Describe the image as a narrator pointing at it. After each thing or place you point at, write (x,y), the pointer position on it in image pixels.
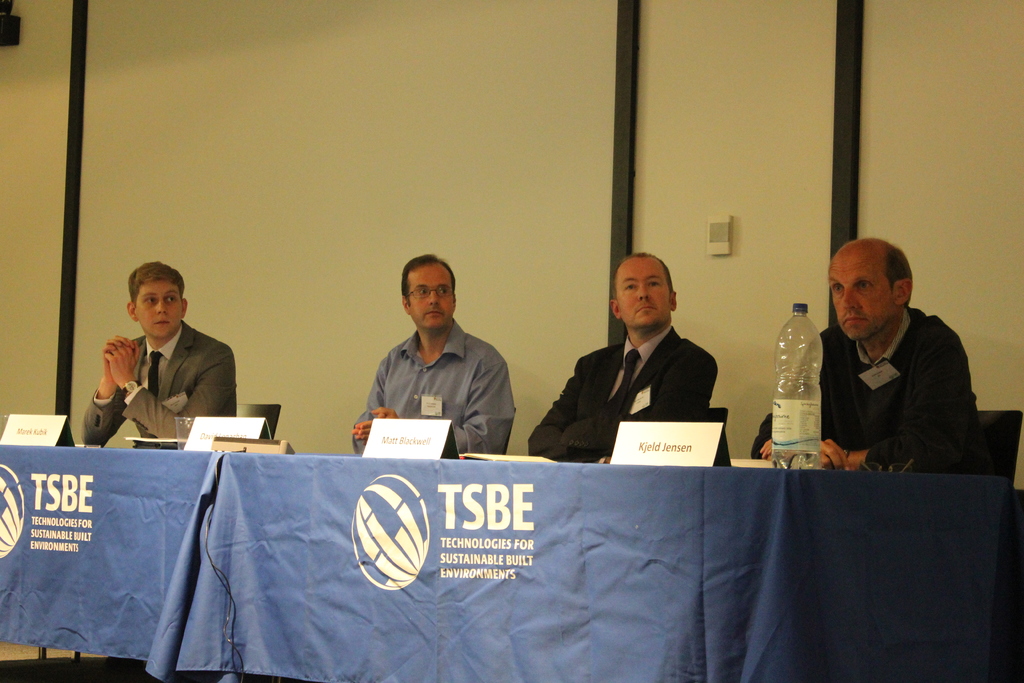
This is a wall (697,93). We can see four men (160,354) sitting on chairs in front of a table (448,488) and on the table (413,484) we can see name boards (673,436), bottle (799,438).
